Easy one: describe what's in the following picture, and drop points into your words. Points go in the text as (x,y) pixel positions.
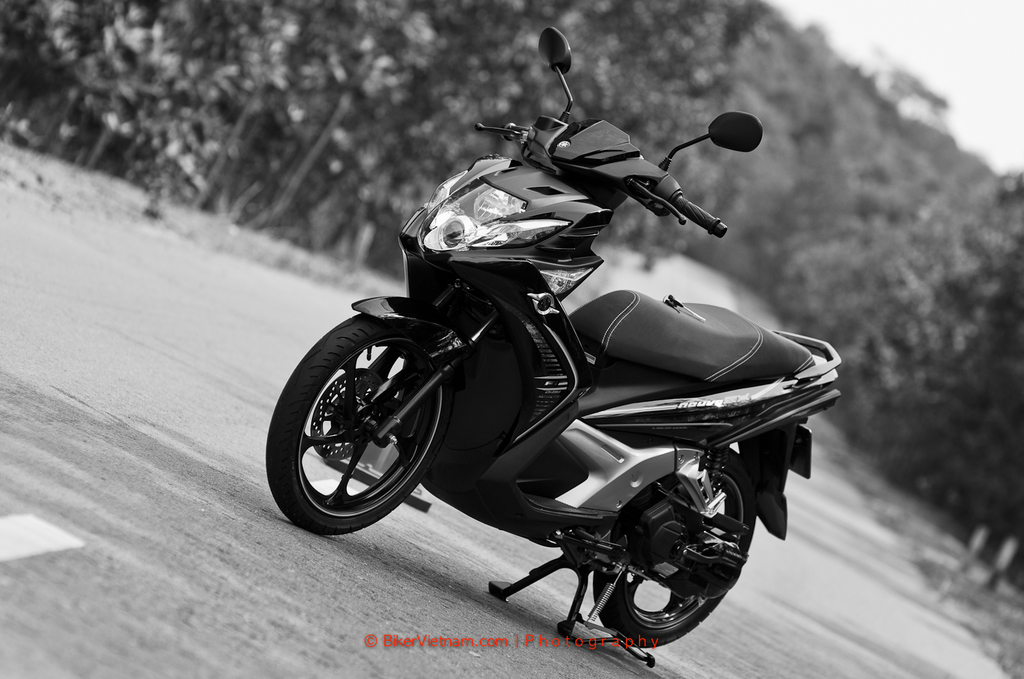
In the middle of the image (565,333) we can see a motorcycle (641,442) on the road (789,511), in the background (623,70) we can find few trees (683,236), at the bottom of the image (494,644) we can find some text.
